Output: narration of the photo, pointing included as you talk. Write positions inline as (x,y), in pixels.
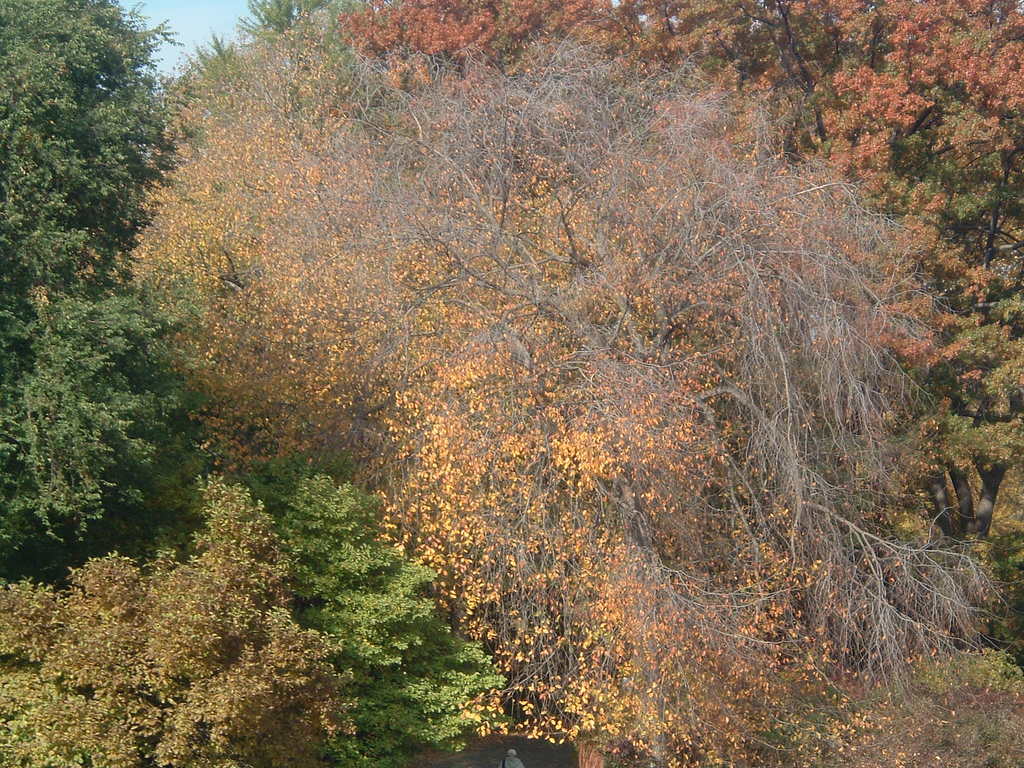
In this picture we can observe trees (296,383). There are yellow color and green color trees (432,495). We can observe some dried trees (630,240) too. In the background (173,54) there is a sky (200,32).
